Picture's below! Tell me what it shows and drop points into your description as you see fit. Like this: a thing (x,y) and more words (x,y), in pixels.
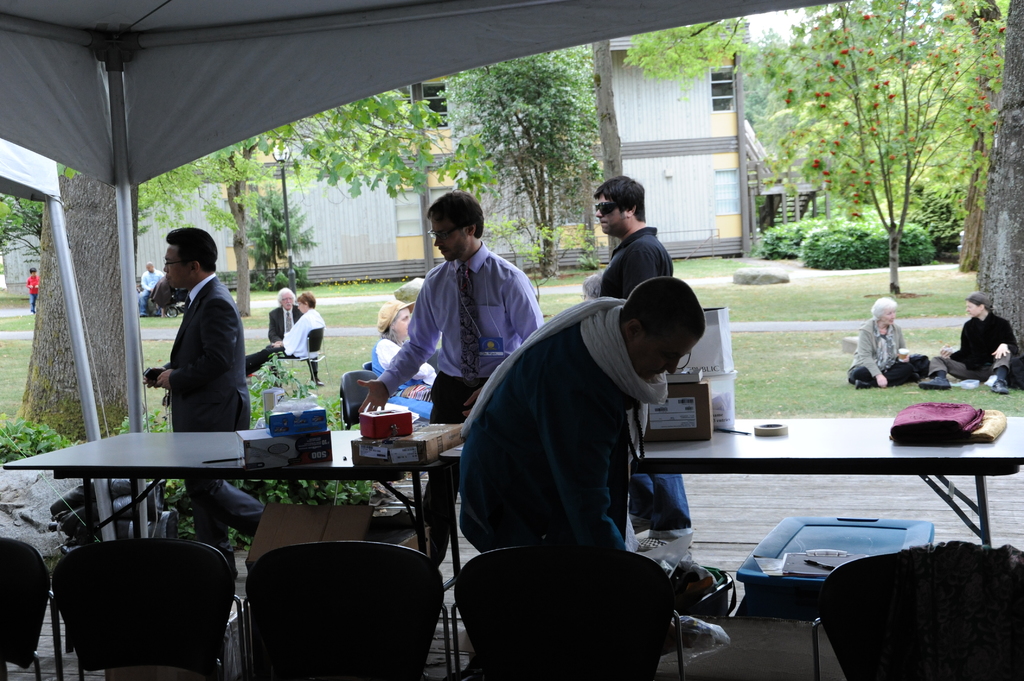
people (435,405) are standing around the table (91,462). on the table (335,456) there are boxes (388,444) and clothes (907,430). in the front (183,602) there are chairs (126,572). behind them people (957,358) are sitting on the grass (367,341). at the back (579,103) there is a building (732,122) and trees (903,127).
